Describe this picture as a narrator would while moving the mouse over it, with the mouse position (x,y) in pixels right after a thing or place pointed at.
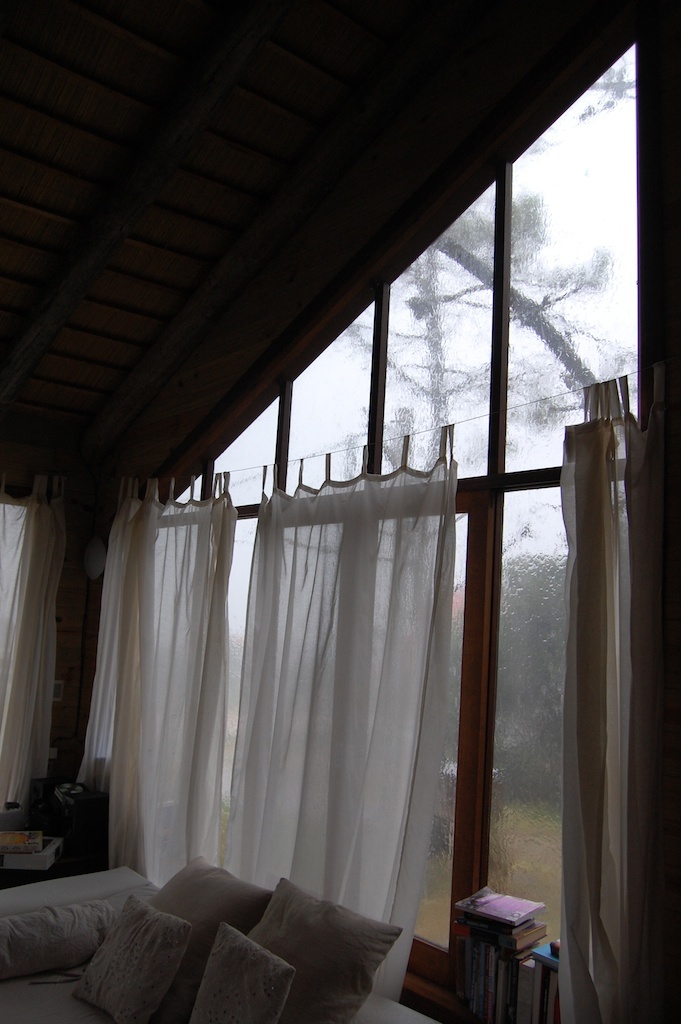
In this image on the left side (215,938) I can see the pillows (174,946). On the right side (505,966), I can see some books (517,959). I can also see the windows (513,803) and the curtains (225,635). At the top (154,304) I can see the roof (225,174).
